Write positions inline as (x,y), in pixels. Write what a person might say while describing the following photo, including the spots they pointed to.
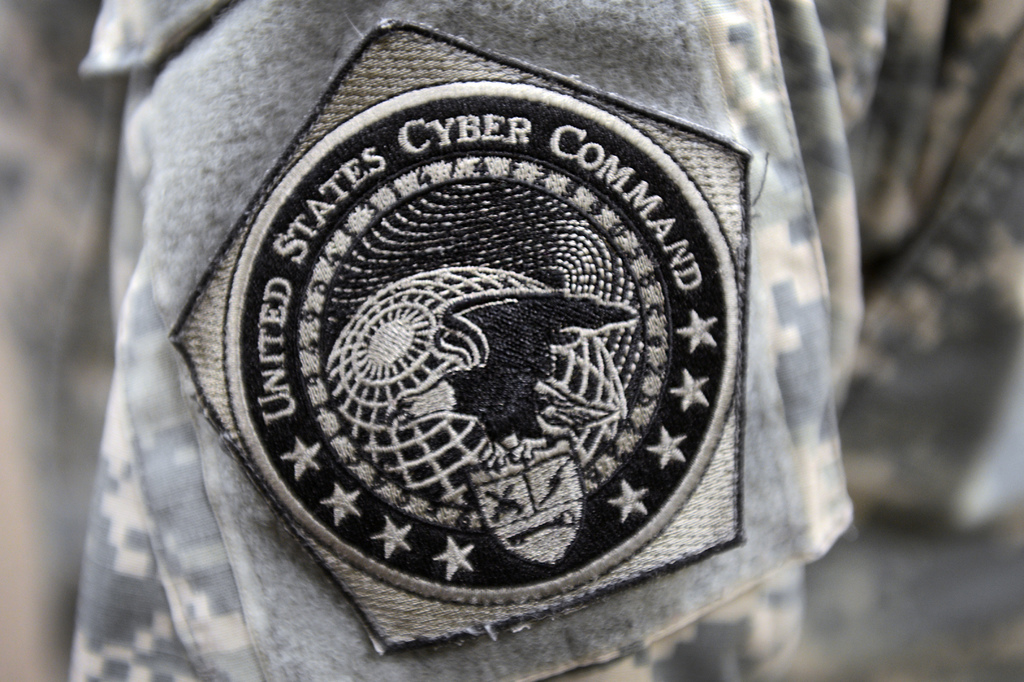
In this image we can see the badge (659,406) on the uniform (199,429).
